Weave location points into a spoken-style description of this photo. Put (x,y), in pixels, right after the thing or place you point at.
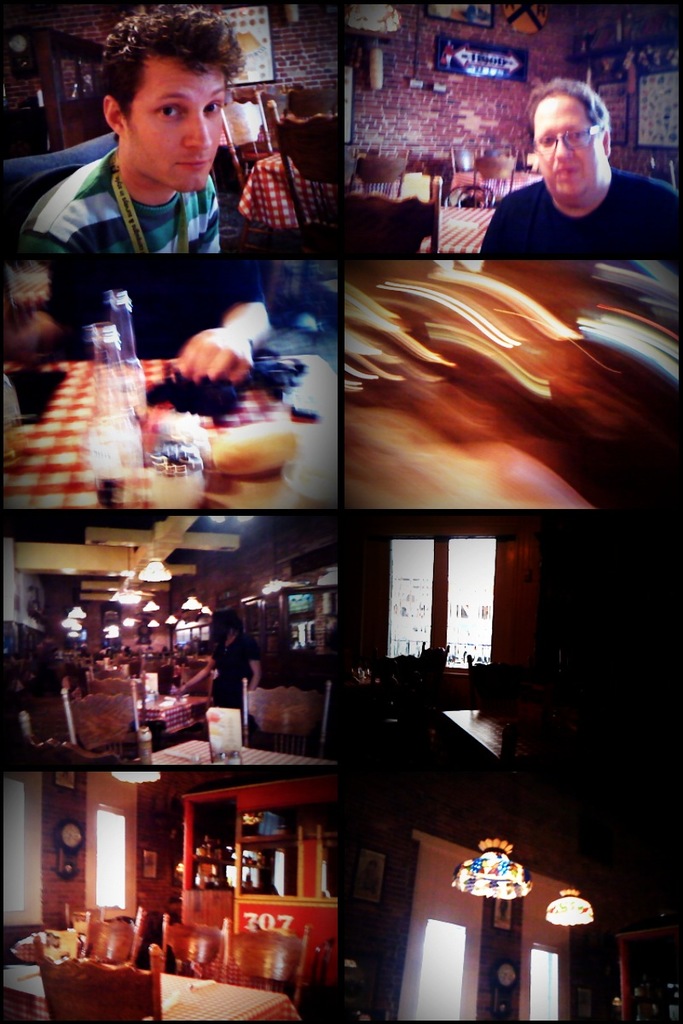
This is a collage in this image there are some persons (225,661), tables (233,992), chairs (101,1008), lights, glass windows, wall (485,949), clock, calendar (655,79) and some photo frames (462,49) on the wall (479,39) and some other objects (109,383).
